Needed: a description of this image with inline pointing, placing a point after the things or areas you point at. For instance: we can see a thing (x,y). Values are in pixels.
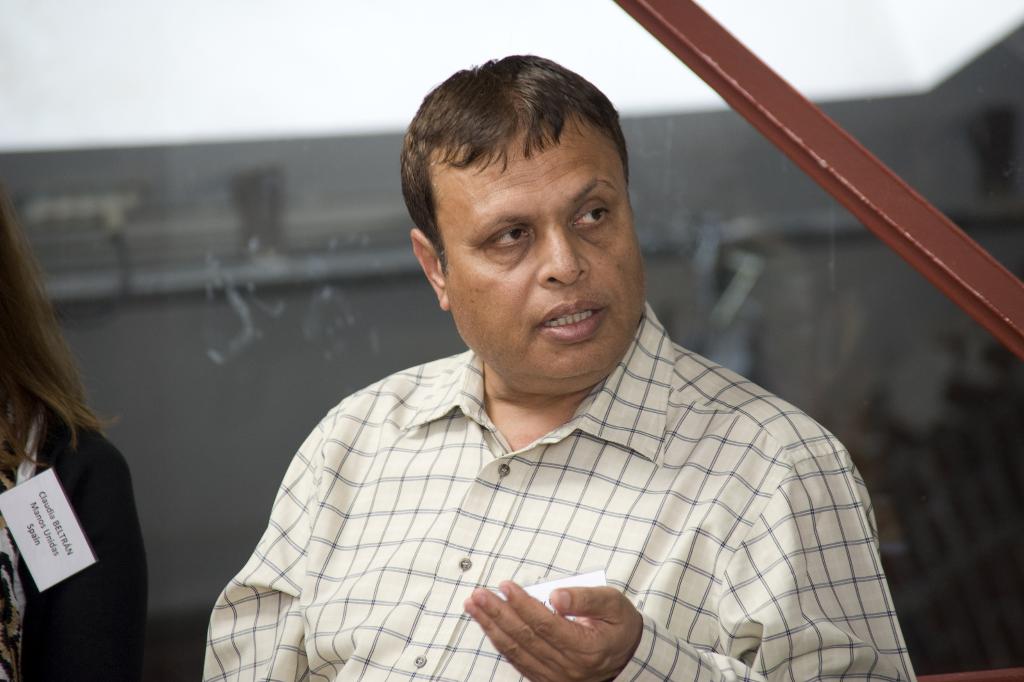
In this image, we can see a person (706,416) wearing clothes (496,587). There is a rod (802,123) in the top right of the image (848,174). There is a part of a person (51,385) on the left side of the image (47,349). In the background (252,271), image is blurred.
